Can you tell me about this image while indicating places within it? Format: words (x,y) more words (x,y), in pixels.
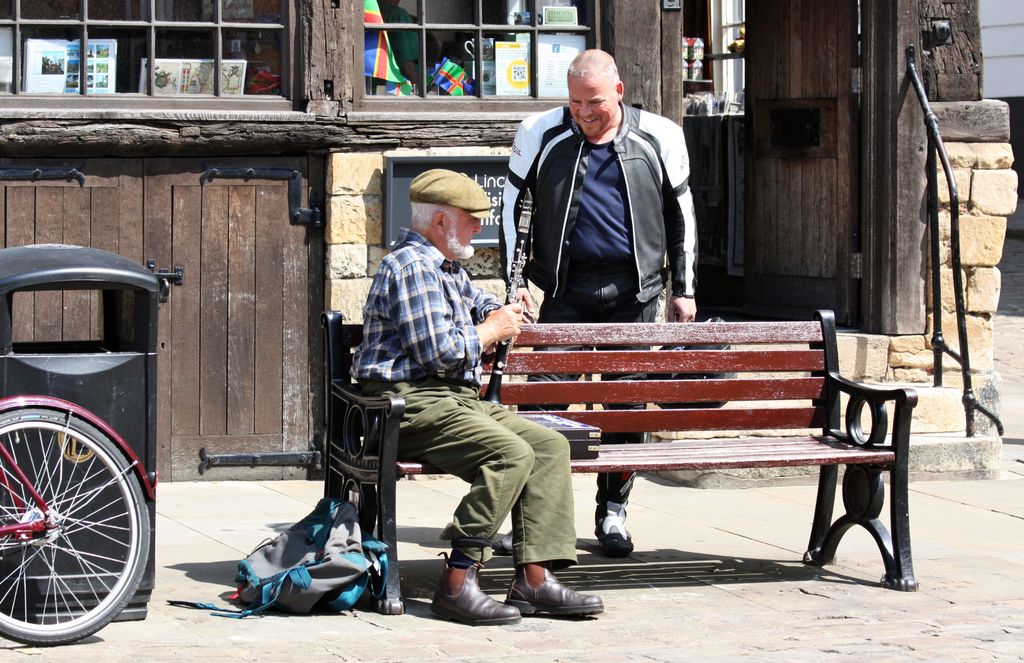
Here we can see a Man (602,182) Standing and an old man (408,324) sitting on a bench (414,469) there is a bag (329,508) present beside him and behind them we can see a store (908,128) and there is a door (796,6) present, we can see a trash bin (155,309) and we can see a bicycle (74,423) present.
